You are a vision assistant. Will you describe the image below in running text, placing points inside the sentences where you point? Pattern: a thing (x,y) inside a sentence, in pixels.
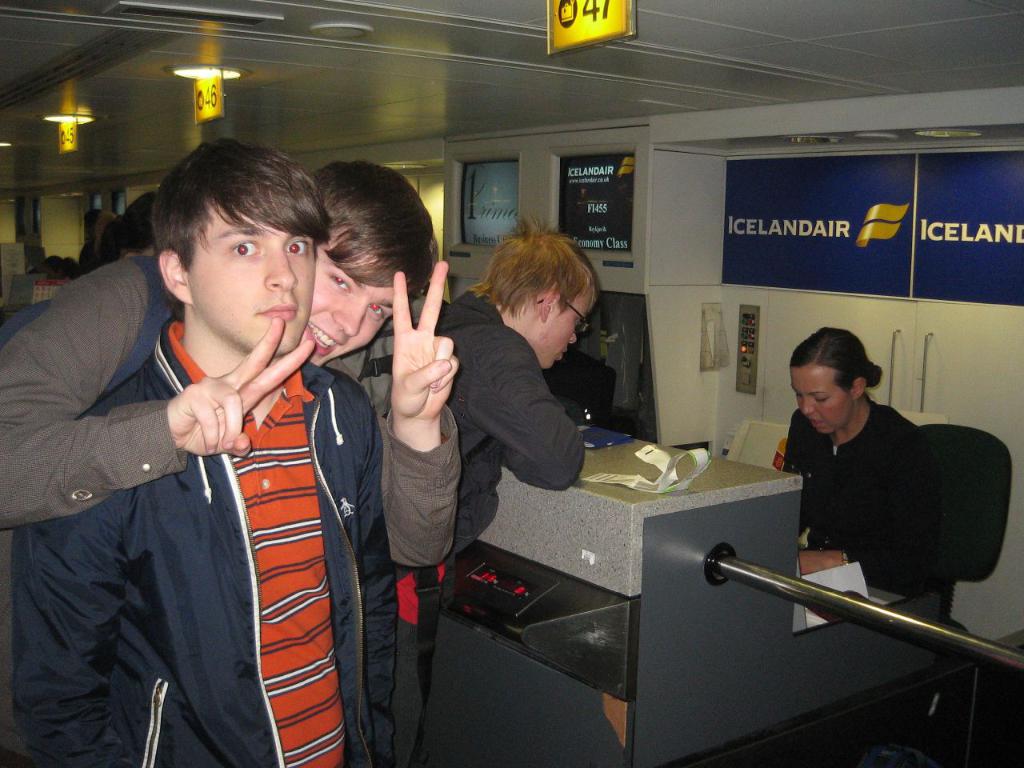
In this image I can see the group of people (378,503) with different color dresses (407,521). There is a person (870,461) sitting on the chair (947,537). In-front of few people (877,578) I can see few objects (676,477) on the ash color surface (640,497). In the background (629,244) I can see the frames (609,252) and the lights (68,120) at the top (68,120).
